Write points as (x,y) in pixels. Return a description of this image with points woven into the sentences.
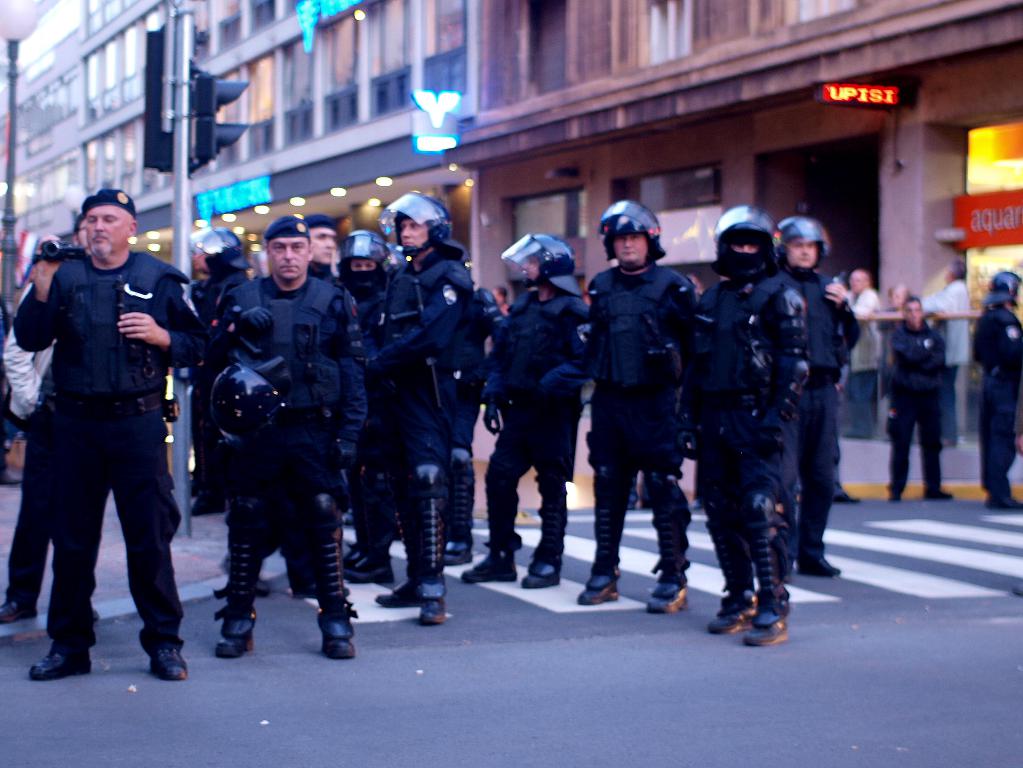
In this image few people (451,532) are standing on the road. Behind them there is a traffic signal (193,86). At the back side (693,141) there are buildings (365,71).
